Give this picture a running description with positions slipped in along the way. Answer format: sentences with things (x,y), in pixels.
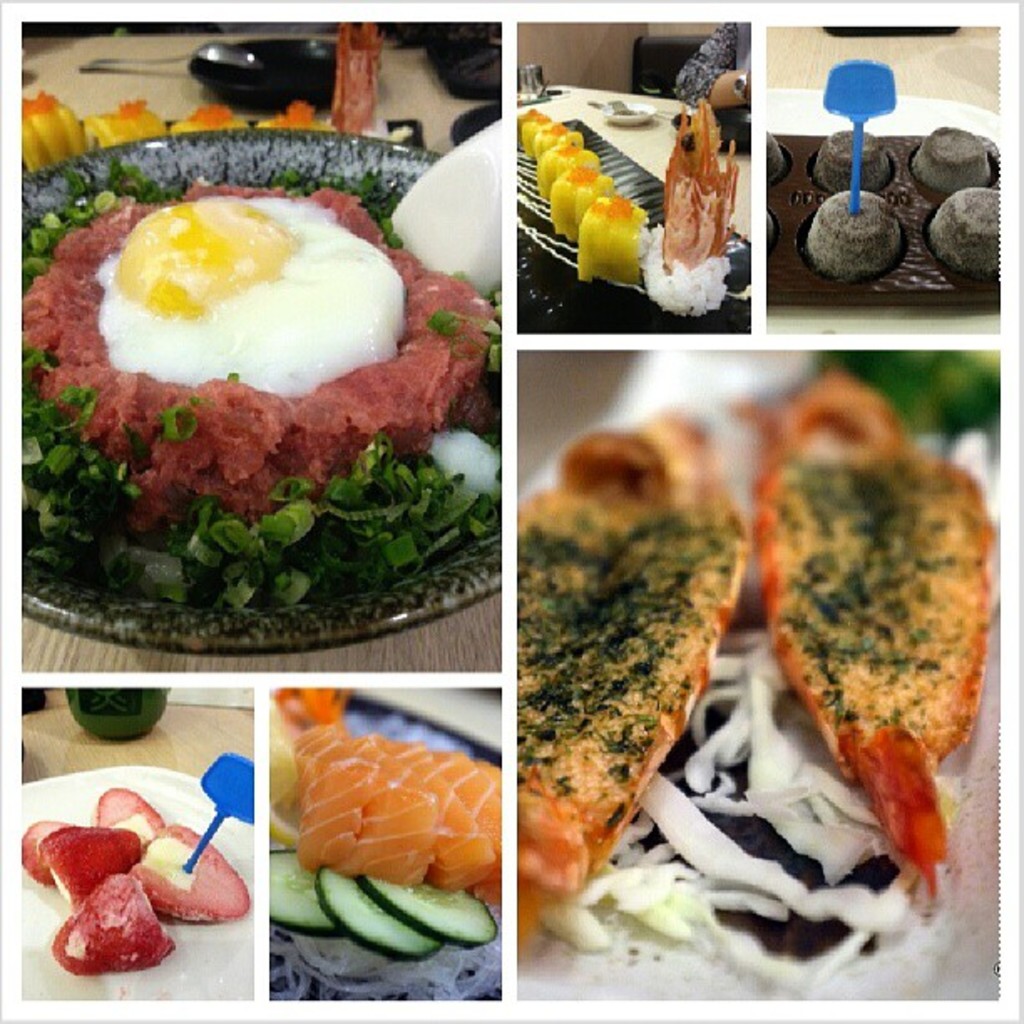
This is an edited image. This picture is the collage of six images. In each image, we see a plate (633,950) containing the food items (362,483) is placed on the table (474,619). These food items (369,532) are in white, red, green, yellow, brown and orange color. In the left top (298,97), we see a plate (248,88) and a spoon (258,58) are placed on the table (137,46).
